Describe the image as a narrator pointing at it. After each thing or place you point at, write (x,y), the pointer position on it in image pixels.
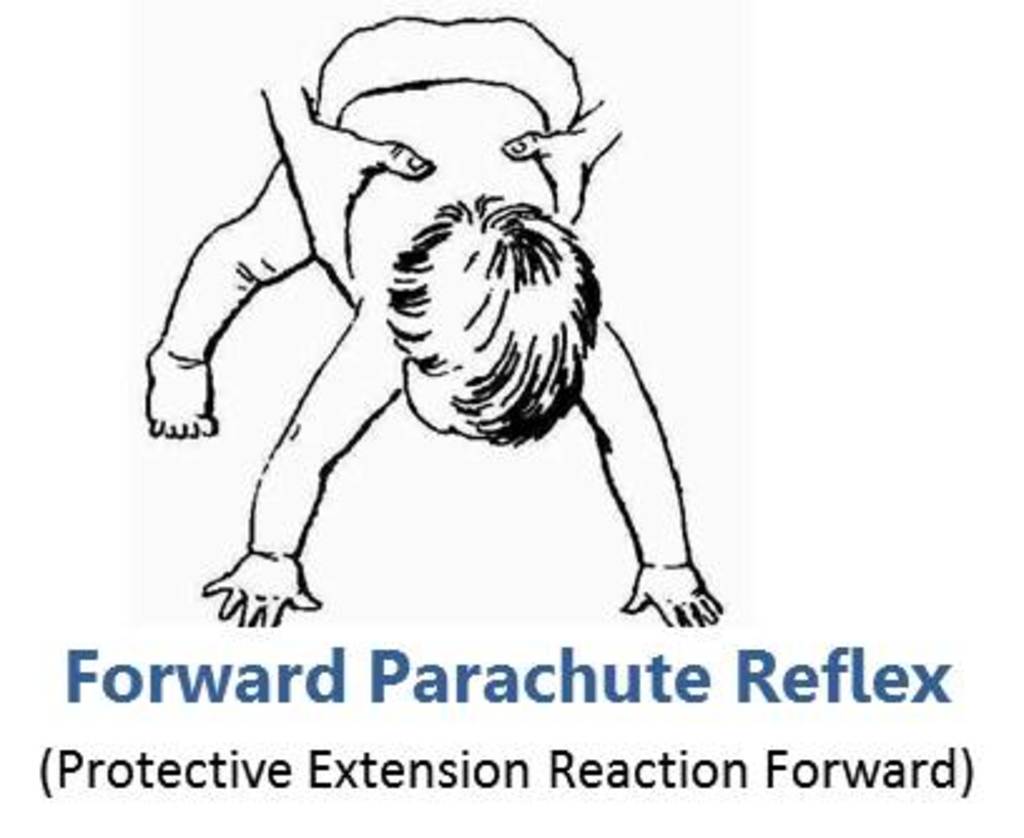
This picture is a drawn image. In this image we can see one poster (362,620) with some text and two hands (580,132) holding a baby (367,358).
